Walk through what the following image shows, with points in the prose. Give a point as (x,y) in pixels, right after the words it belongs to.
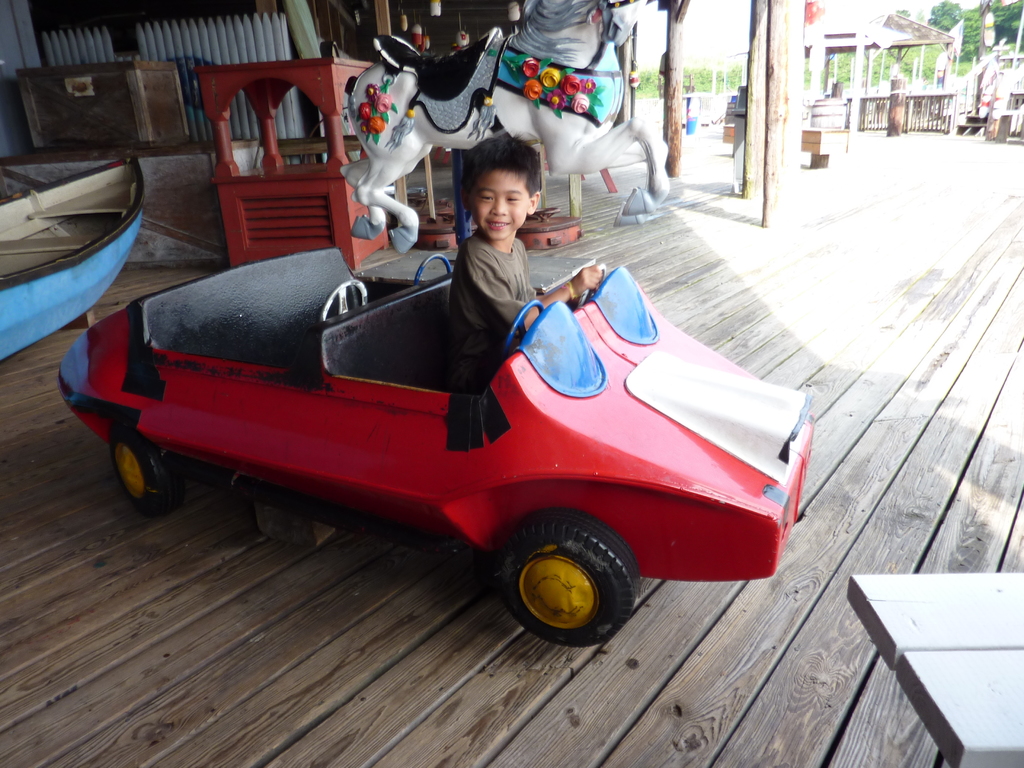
In the middle (577,278) a little cute boy (487,195) is sitting in the toy car (562,371) and playing. This toy car (506,471) is in red color.
